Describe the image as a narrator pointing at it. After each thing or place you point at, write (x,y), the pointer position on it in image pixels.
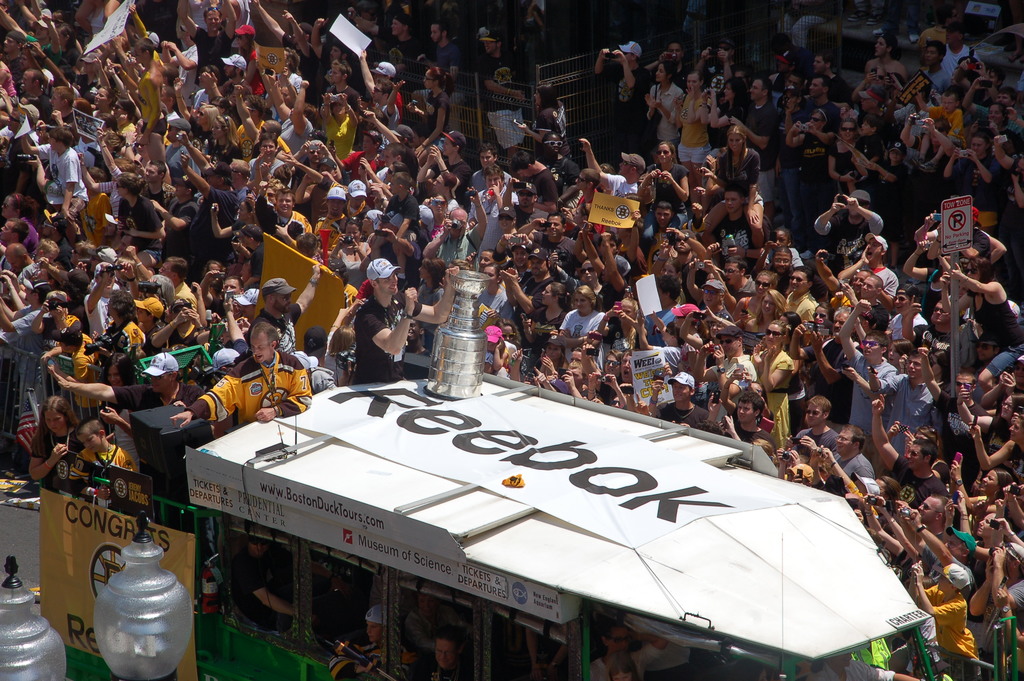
In this image I can see a crowd of people (787,271) and I can see a people (130,395) on the van (467,542) and in the van (220,540) and van (378,513) visible at the bottom (648,663) and I can see lights (126,554) visible in the bottom left (141,555).
